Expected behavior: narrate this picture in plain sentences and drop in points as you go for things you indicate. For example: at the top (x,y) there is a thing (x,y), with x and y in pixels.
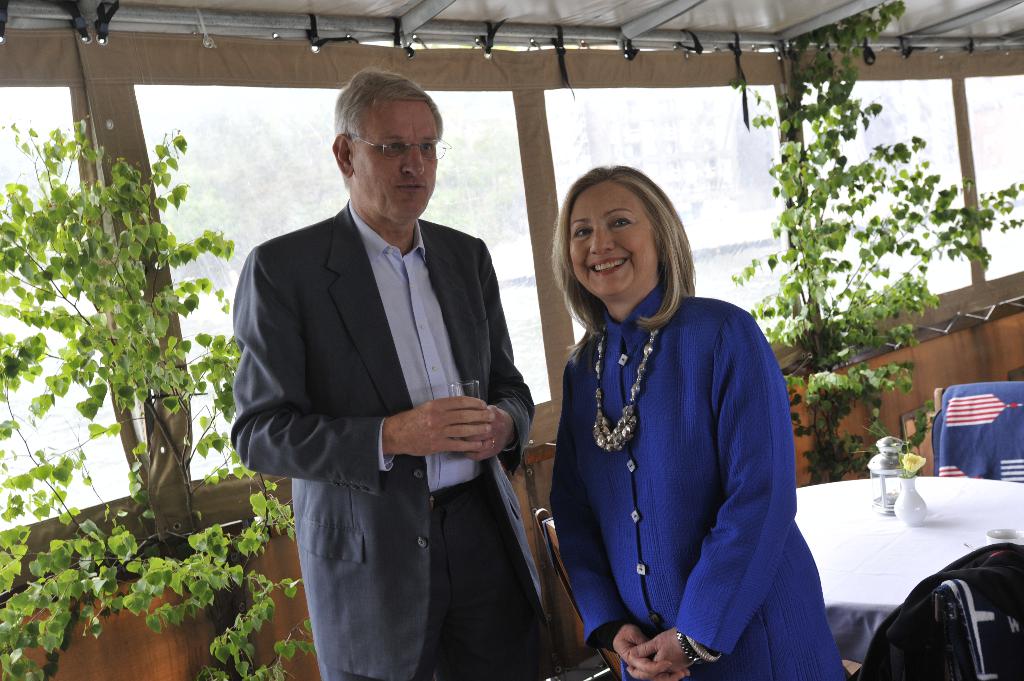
In this image we can see a man (492,408) and a woman (588,451) standing. In that man (496,508) is holding a glass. On the right side (871,566) we can see a table (862,553) containing a flower pot (907,505) and a bowl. We can also see some chairs (944,434). On the backside (155,354) we can see some plants (166,382), windows (122,390) and a roof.
